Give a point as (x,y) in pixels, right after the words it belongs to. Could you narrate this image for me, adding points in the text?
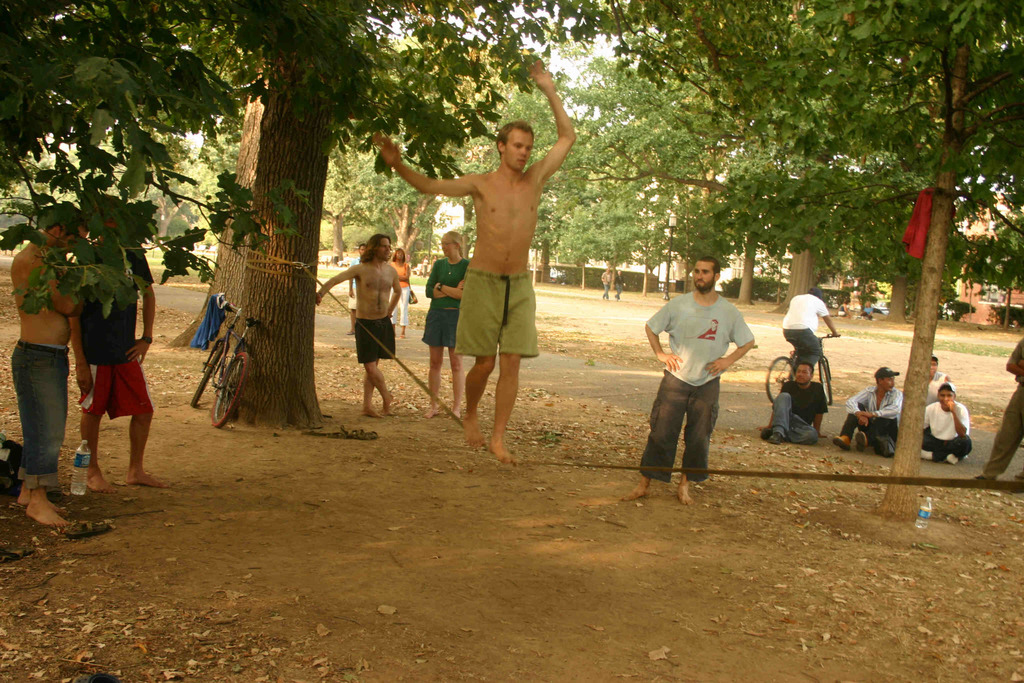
Outdoor picture. Number of trees (519,74). Bicycle (241,362) is beside tree (277,248). Few people (398,301) are standing, few people (804,376) are sitting, one person (812,306) is riding a bicycle (824,379). Far 2 persons (619,287) are walking, as we can see a leg (621,294) movement.
